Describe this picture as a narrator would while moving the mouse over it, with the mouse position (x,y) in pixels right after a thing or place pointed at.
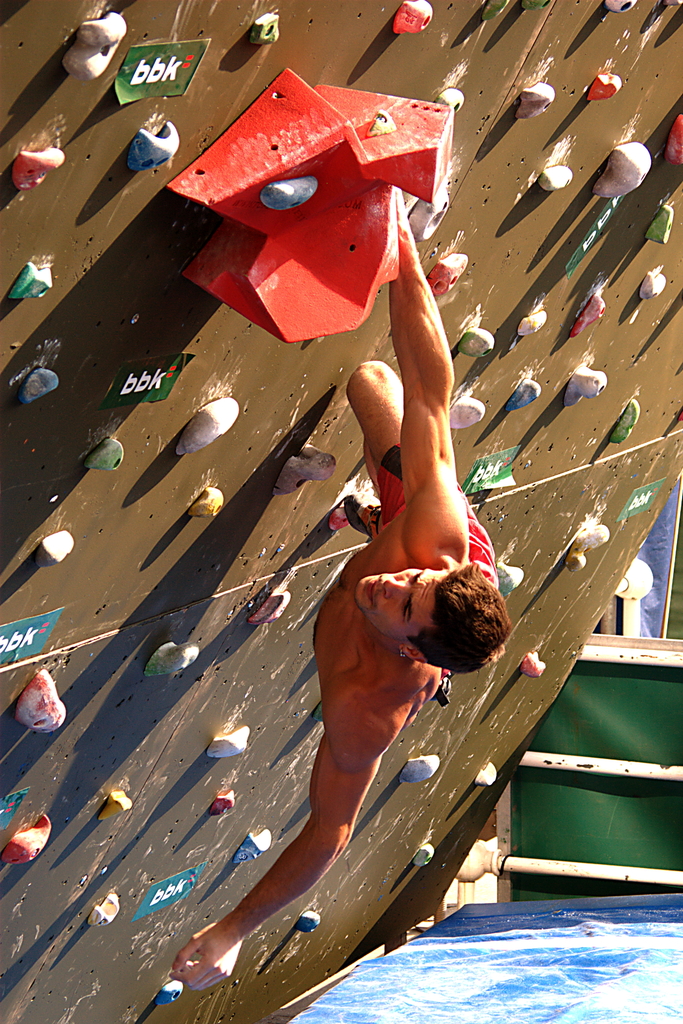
In this image I can see a man (373,705) climbing a wall (26,461) bouldering. To this wall (233,396) I can see some objects (570,183) are attached. At the bottom of the image (532,967) I can see the mat (564,994) and some metal rods (574,756).
